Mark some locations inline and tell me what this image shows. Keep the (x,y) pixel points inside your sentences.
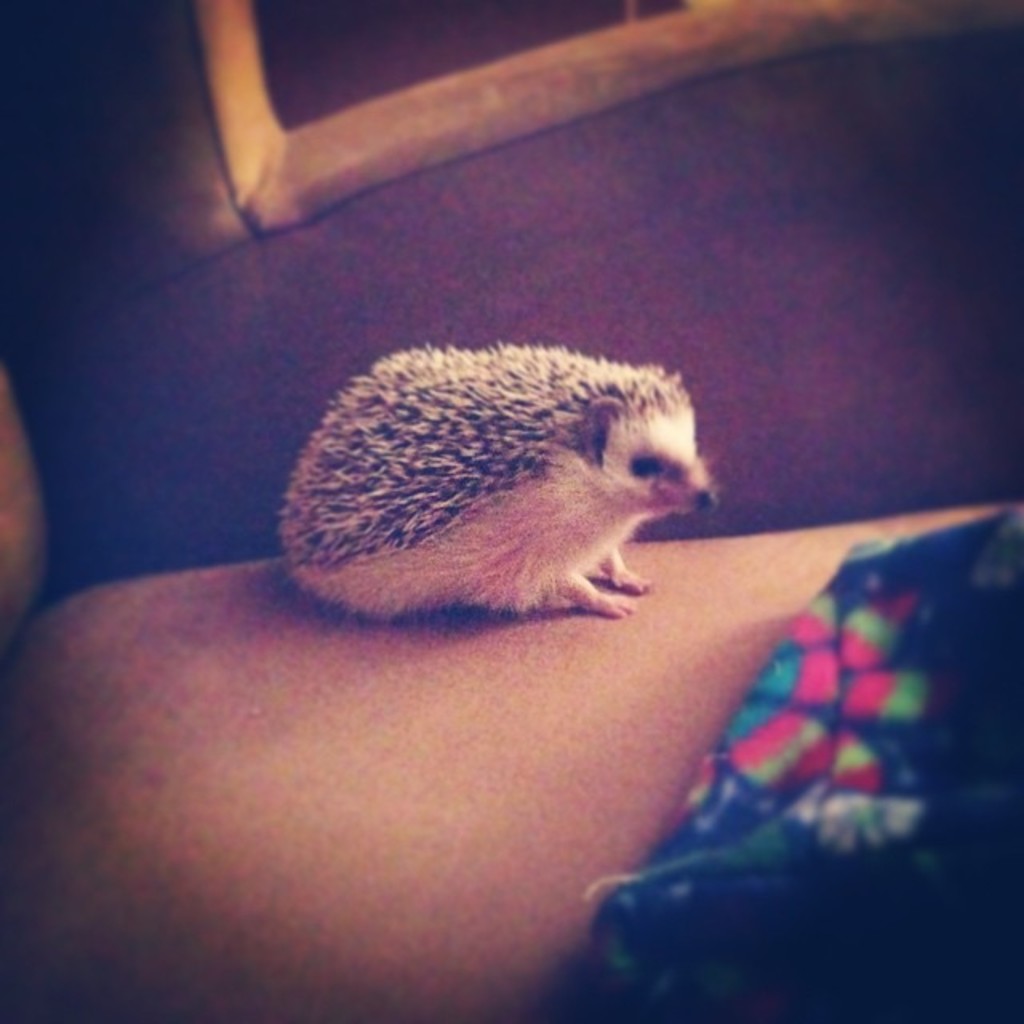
In this image we can see an animal (388,494) on the surface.
